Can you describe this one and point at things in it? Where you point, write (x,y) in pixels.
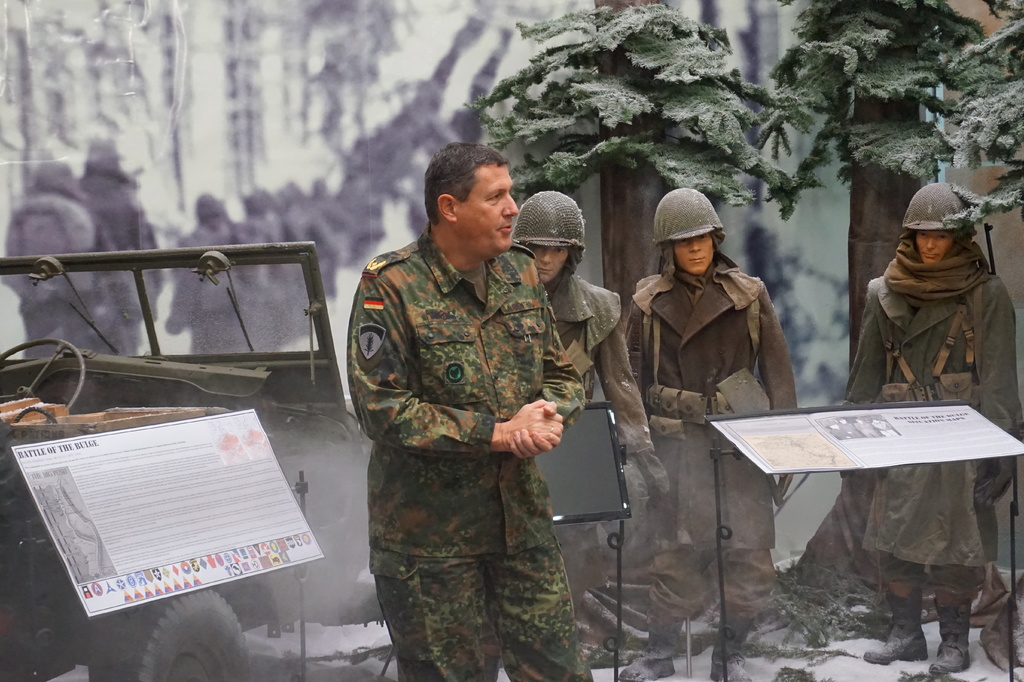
In this picture there are people (954,320) standing and we can see snow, vehicle (98,618), boards (842,421) with stands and trees (966,157). In the background of the image (29,190) it is blurry and we can see people (42,181).
